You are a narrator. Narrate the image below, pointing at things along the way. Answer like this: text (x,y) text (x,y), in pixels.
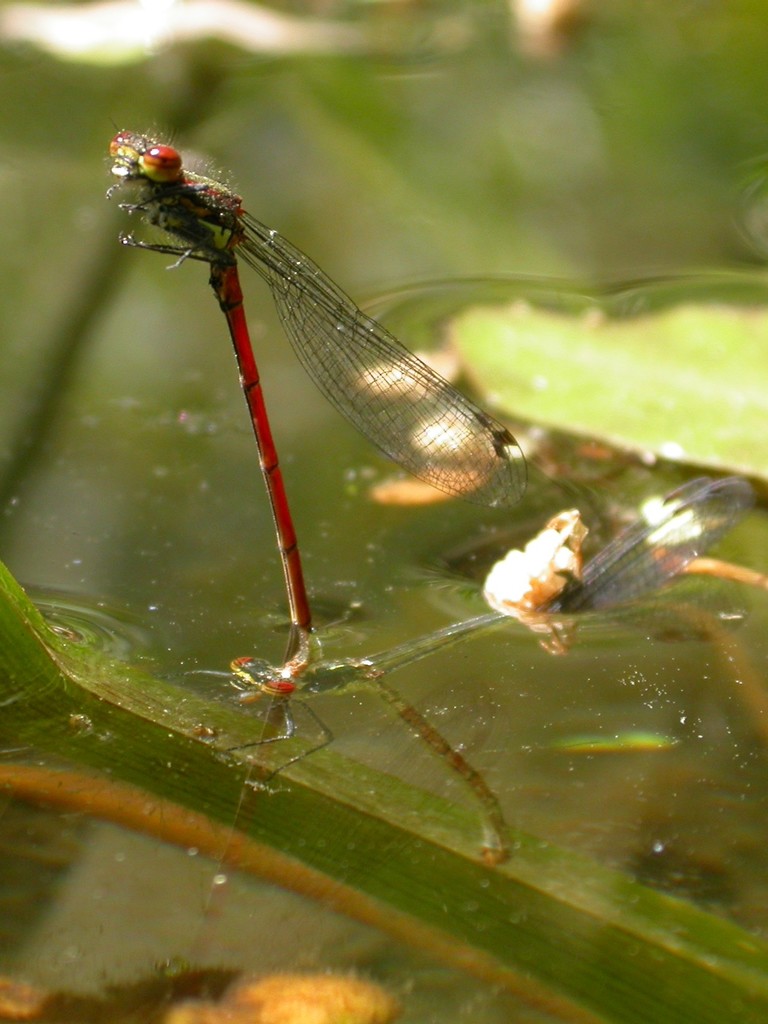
In this image there are flies (363,376) on the surface of the water (121,884). Beside them there are lotus leaves (514,329).
